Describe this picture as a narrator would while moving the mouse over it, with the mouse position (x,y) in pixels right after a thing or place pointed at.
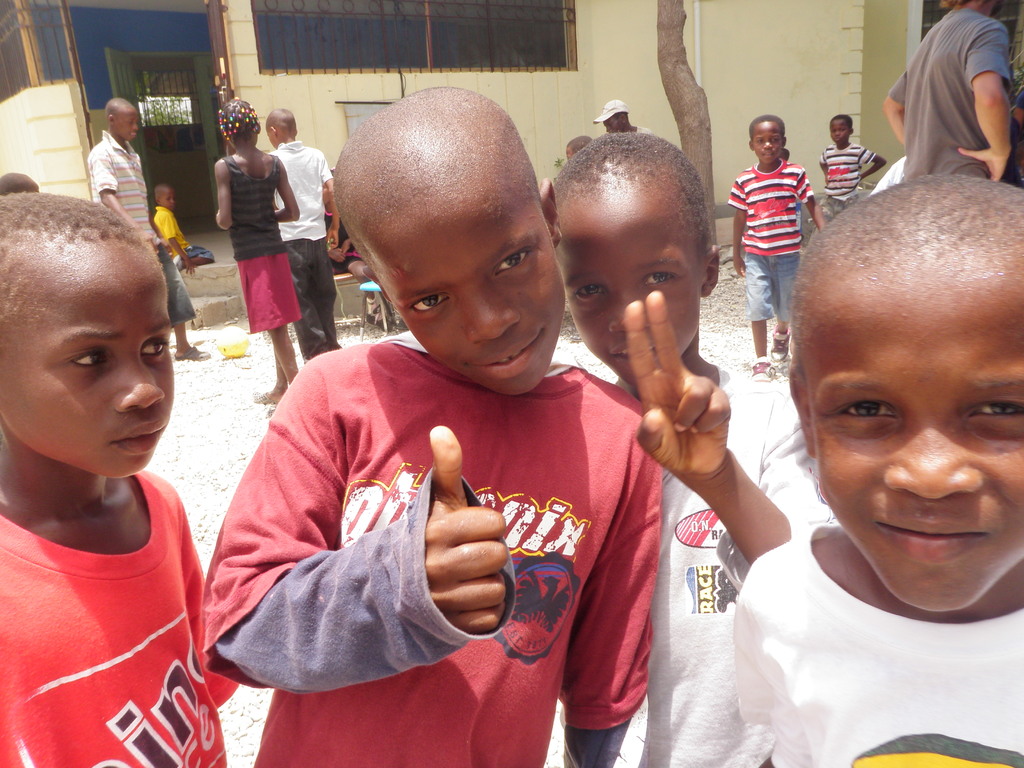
This picture is clicked outside. In the foreground (941,550) we can see the children (336,444) wearing t-shirts (10,638) and standing on the ground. On the right (980,38) there is a person (971,47) wearing t-shirt like object (963,82) and standing. In the center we can see the group of children (261,178) seems to be standing on the ground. In the background (675,47) we can see the trunk (687,78) of a tree (706,158) and we can see the building (290,49) and a kid (166,208) sitting on the ground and we can see the stairs (226,272) and some other objects (147,119).
